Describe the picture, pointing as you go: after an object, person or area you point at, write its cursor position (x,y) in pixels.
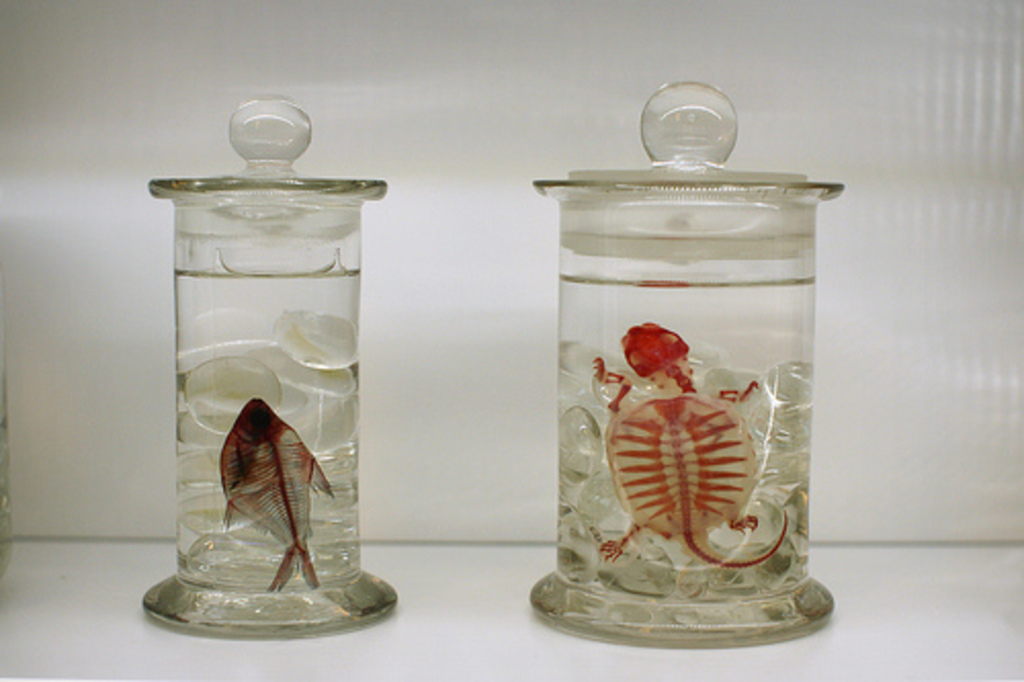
In this image I can see two glass containers (334,509). These are on the white color surface (409,631). I can see two aquatic animals (299,503) inside the containers (351,481).
